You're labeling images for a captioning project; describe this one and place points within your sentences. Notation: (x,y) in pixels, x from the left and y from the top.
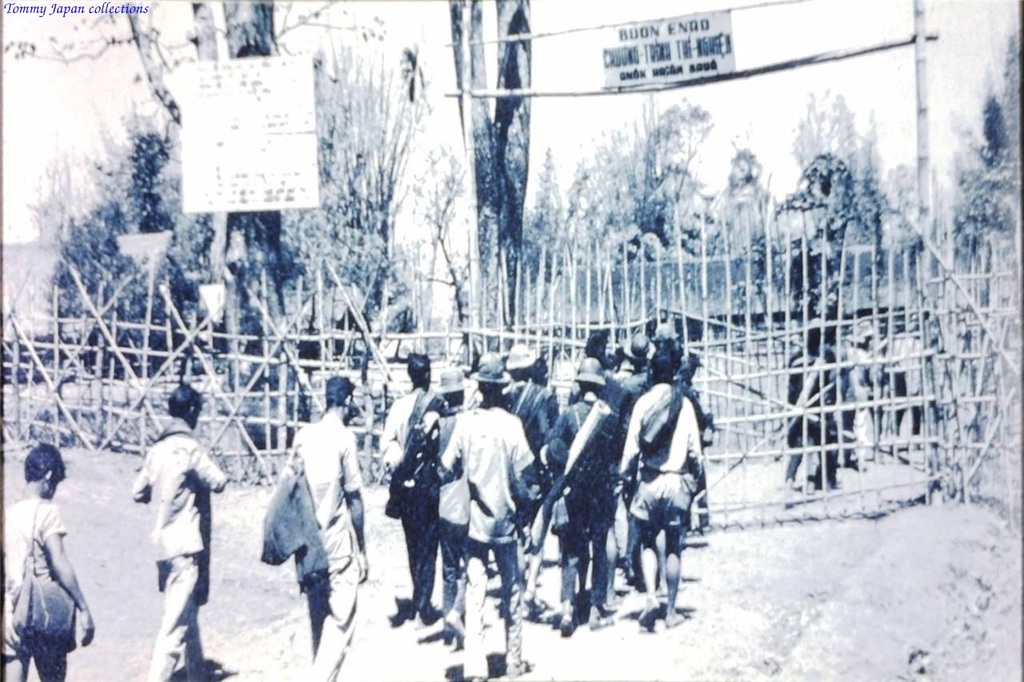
In the foreground of this image (358,499), there are few persons (528,479) walking on the path (746,578) and in the middle of the image (681,296), there is a gate (708,288) and on left side (134,325), there is a railing (188,336) with sticks (124,351), trees (248,214) and a board (275,151). In the background (328,106), we see trees (665,153) and on top (654,69) there is a board (681,62).
